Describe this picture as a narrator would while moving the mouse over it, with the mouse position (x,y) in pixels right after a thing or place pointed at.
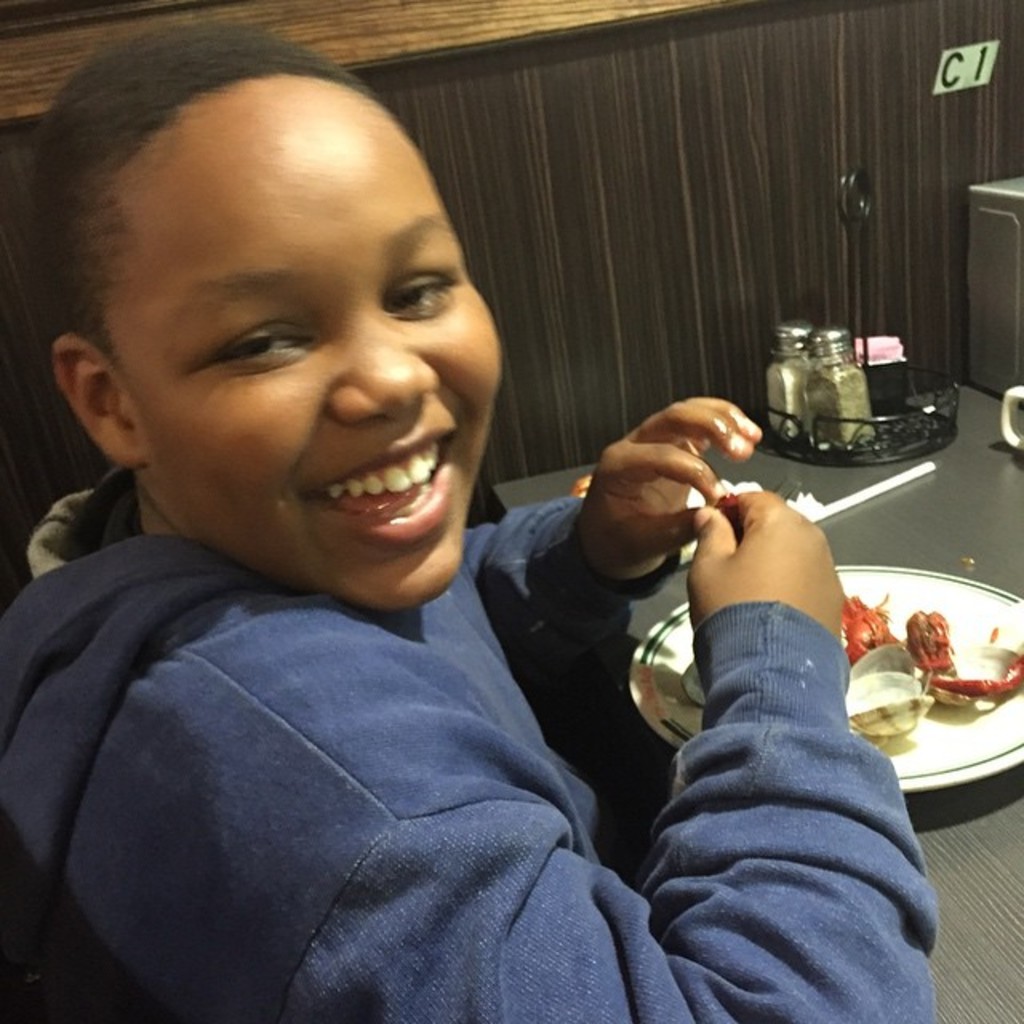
In this picture we can see one boy (443,626) is sitting on the chair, in front (877,703) some eatable items (890,675) are placed on the table (966,811).
